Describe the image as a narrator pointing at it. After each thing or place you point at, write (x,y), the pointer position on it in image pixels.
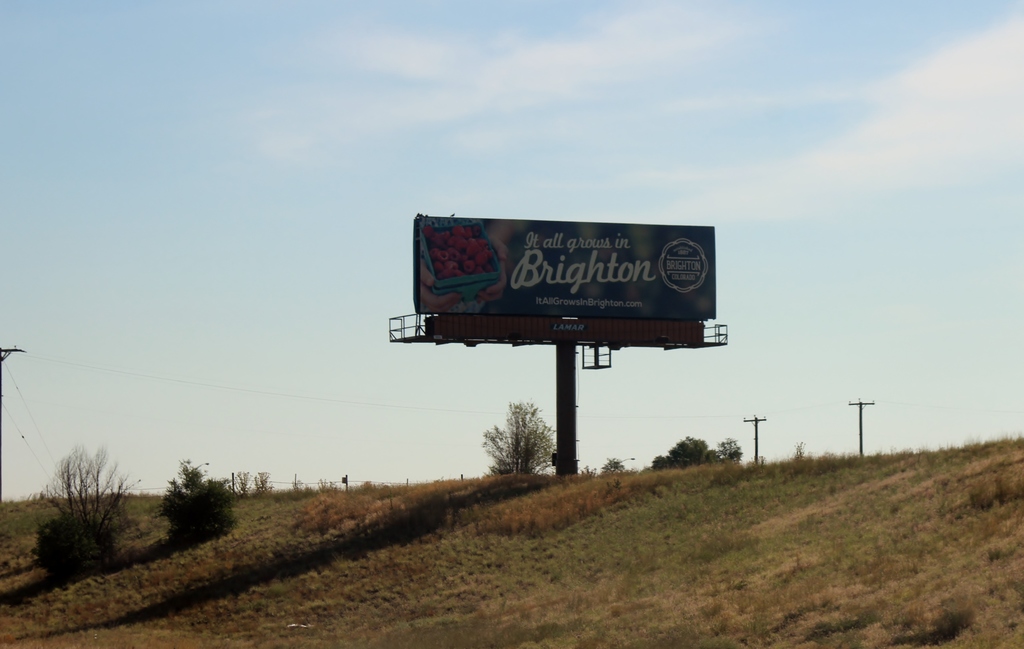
In the foreground of this image (623,517), there is grass (447,541) and few plants (191,496) on the slope (831,562). In the background (621,324), there is a hoarding (661,304), few poles (757,425), trees (688,461), sky (333,124) and the cloud (935,121).
